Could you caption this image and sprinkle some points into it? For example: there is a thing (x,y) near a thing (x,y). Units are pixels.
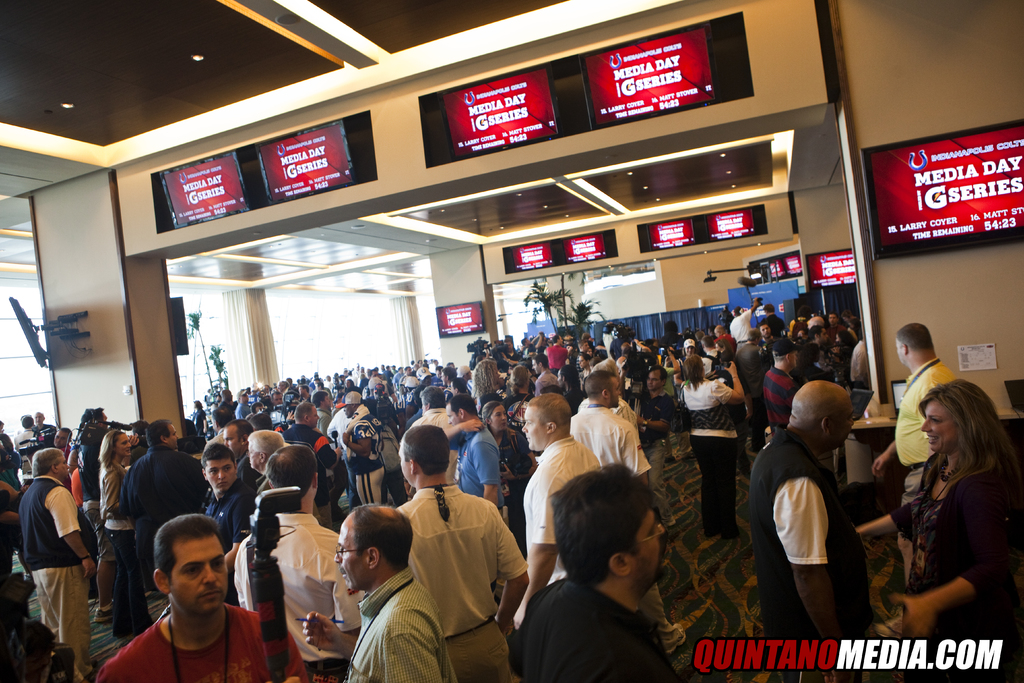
At the bottom of the image (398,523) we can see many people (603,416) standing. In the background (201,221) there are screens (469,144) placed on the walls (632,257). We can see plants (595,306). There are curtains (240,384) and windows (317,360). At the top (60,106) there are lights (491,238).
